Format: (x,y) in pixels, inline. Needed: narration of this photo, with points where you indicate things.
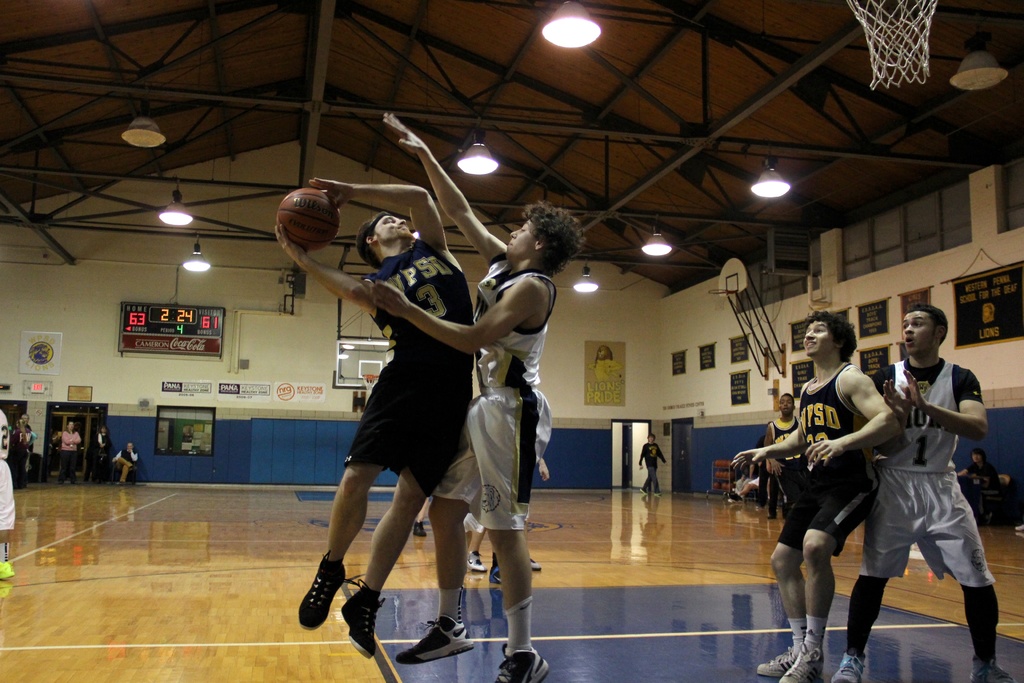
In the picture I can see people (504,435) are standing on the floor (569,515) among them the person (448,291) on the left side (339,283) is holding a ball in hands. In the background (493,229) I can see wall (290,343) which has boards (874,319) and some other objects (239,361) attached to it. I can also see some other objects (720,471) on the floor (298,636).
